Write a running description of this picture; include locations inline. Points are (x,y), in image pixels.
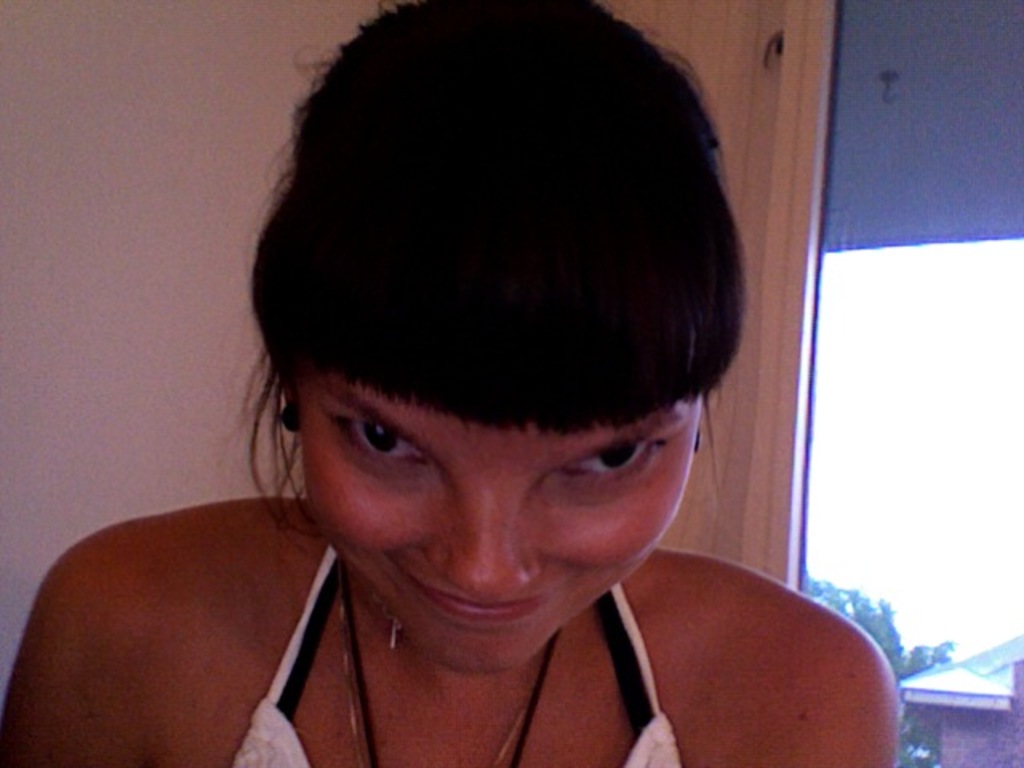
In this picture, there is a woman (652,471). In the background (103,52), there is a wall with a window (953,602). Through the window (964,579), we can see the tree (869,620) and a house (933,689).
